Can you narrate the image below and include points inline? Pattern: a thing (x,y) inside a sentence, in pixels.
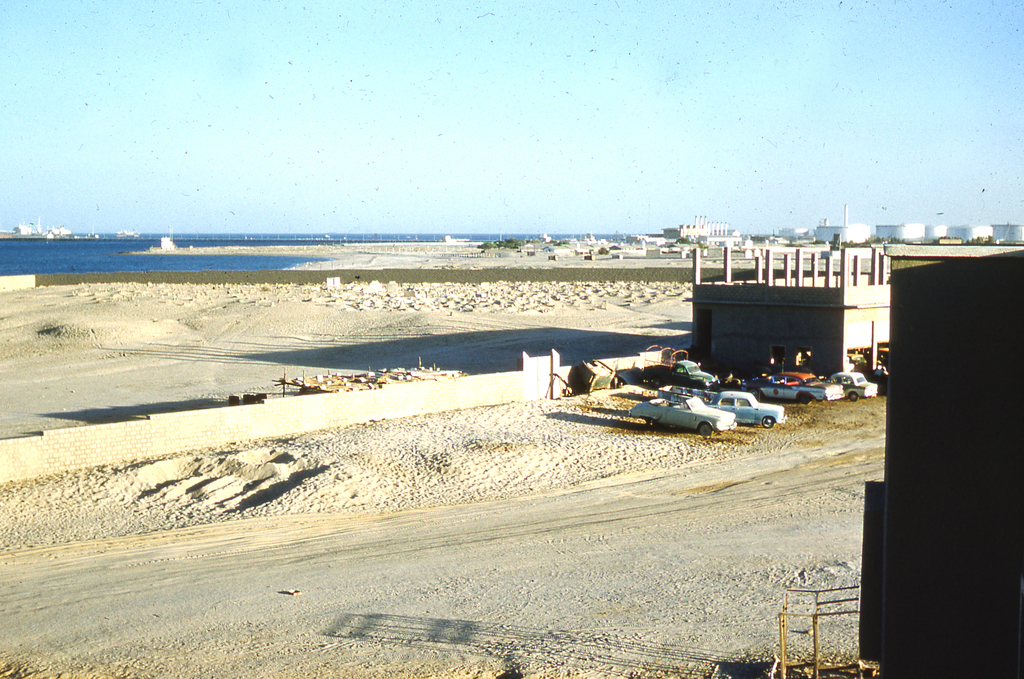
In this image we can see some vehicles (680,388) parked on the ground (687,430). On the right side of the image (749,302) we can see buildings (870,317) and some poles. In the center of the image (535,380) we can see a wall (153,446). On the left side of the image (158,263) we can see water (180,257). At the top of the image (517,170) we can see the sky (331,45).
